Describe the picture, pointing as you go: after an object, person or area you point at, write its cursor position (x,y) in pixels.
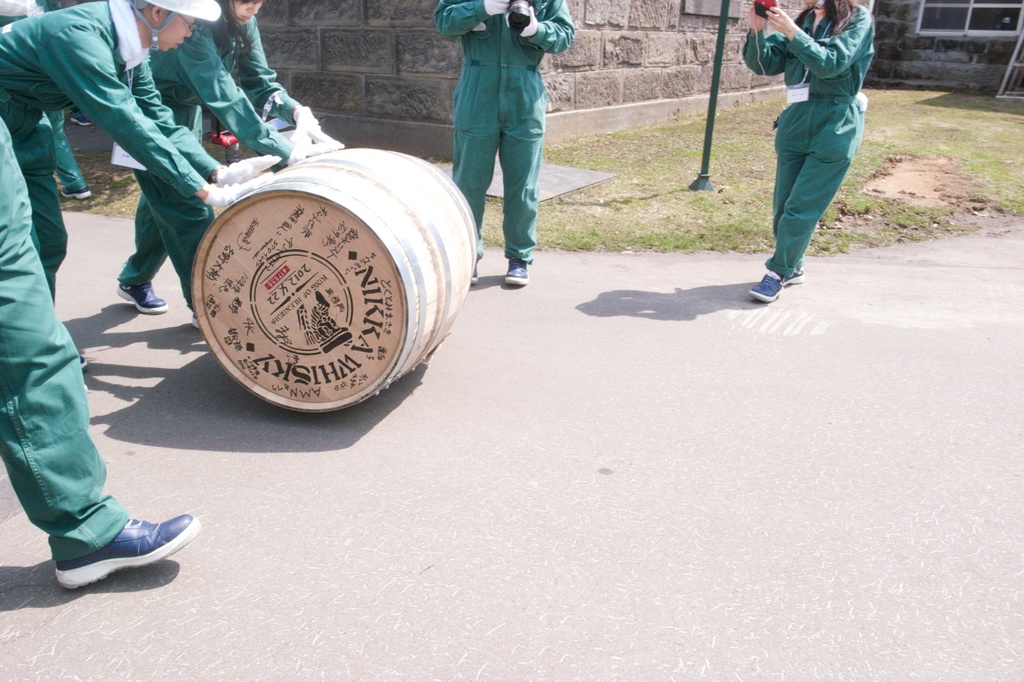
In this image we can see few people (196,117) wearing gloves (271,162). And they are pushing a barrel (340,267). There is a person (493,41) holding camera (525,3). There is another person (837,38) holding a mobile (755,2). In the back (744,2) there are walls (577,29) of a building (623,22). On the ground (735,146) there is grass (701,204) and there is a pole (716,59).
